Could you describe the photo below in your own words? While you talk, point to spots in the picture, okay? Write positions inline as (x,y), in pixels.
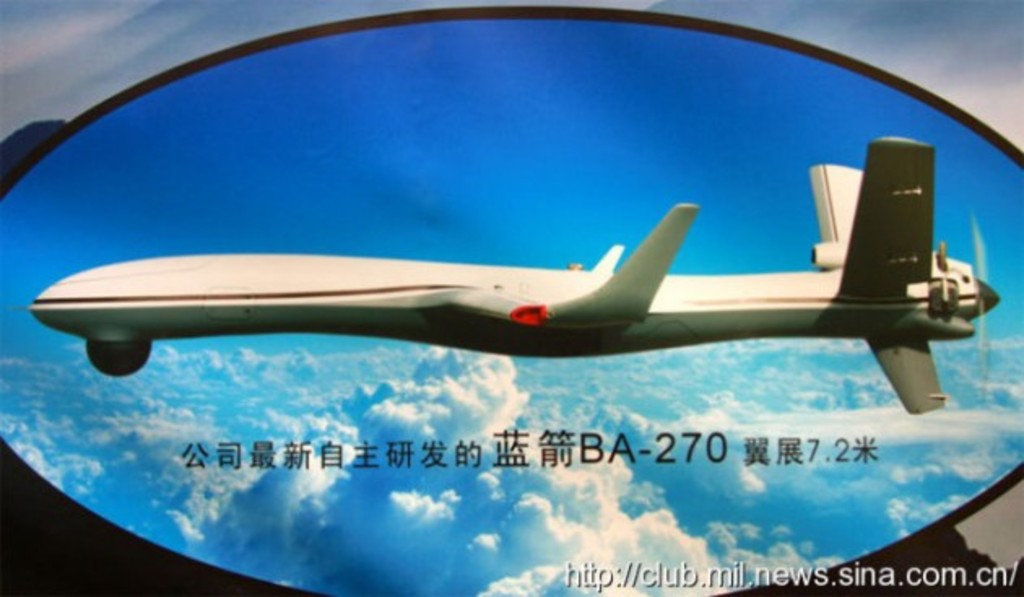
In this picture I can see there is an airplane (747,336) flying in the sky (708,484) and there are clouds (556,421) visible. There is something written and there is a watermark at the bottom of the image (520,466).
